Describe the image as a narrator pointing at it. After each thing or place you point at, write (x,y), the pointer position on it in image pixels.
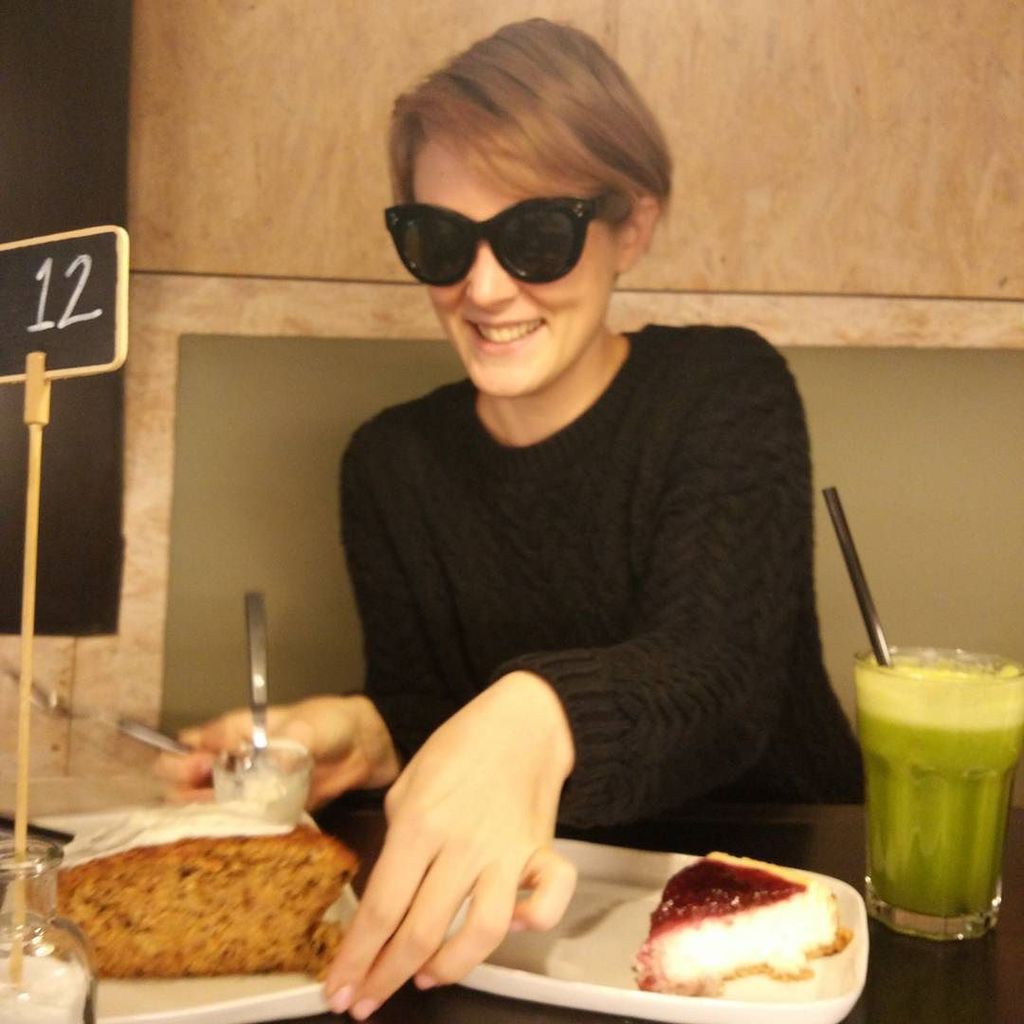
In this image a lady (654,610) wearing sunglasses (491,237) and black top (565,639) is sitting. In front of her on a table (440,983) there are foods (782,938), drinks (929,810) in glass (917,687) and few other things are there.
